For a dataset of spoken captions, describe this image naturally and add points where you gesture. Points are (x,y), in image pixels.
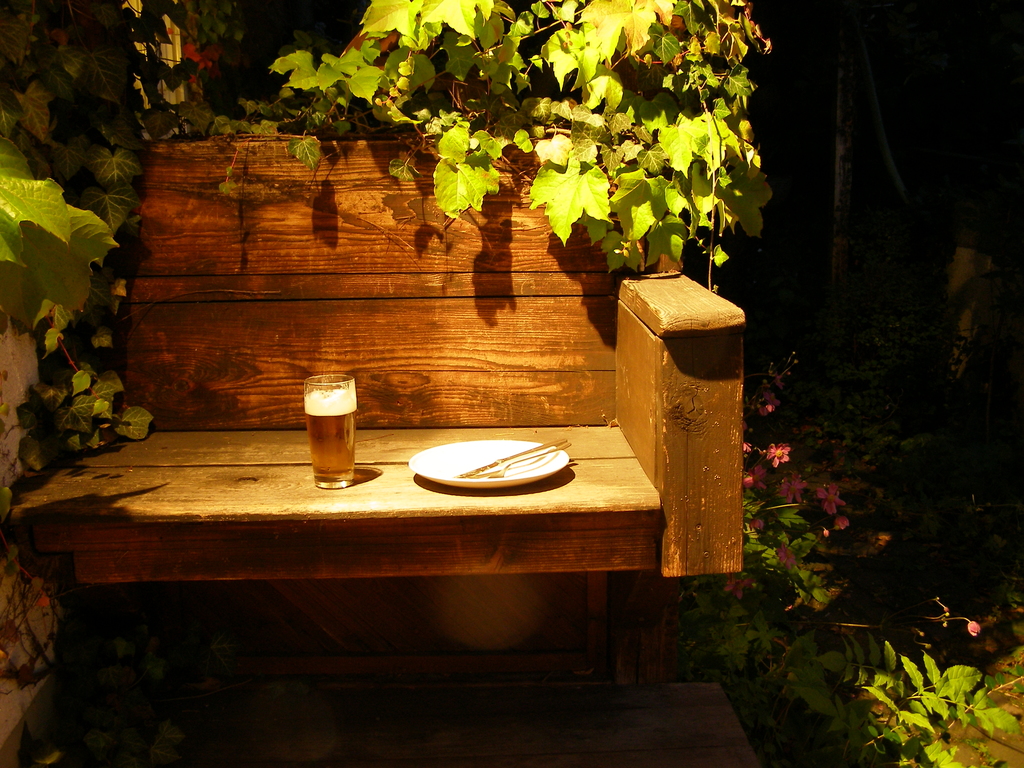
In this picture there is a wooden chair (355,140) on the left side of the image (238,311), on which there is a plate (552,462) and a glass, there are plants (557,182) on the left (57,162) and right side of the image (870,428).
